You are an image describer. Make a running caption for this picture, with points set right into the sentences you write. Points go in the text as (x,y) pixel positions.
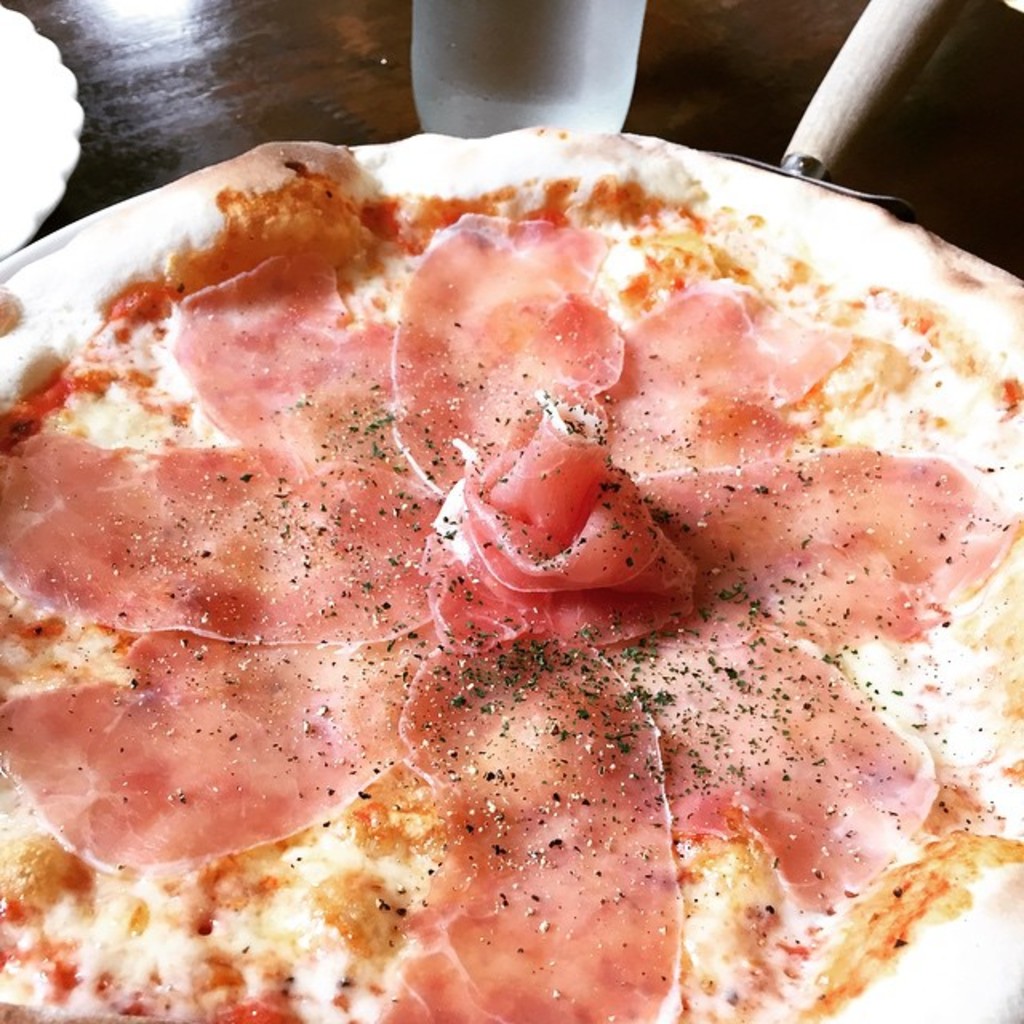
In the middle of the image (536,651) there is a pizza (387,645) with food item (525,660) and a pepper powder (502,624) on it. And to the top of the image (447,28) there is a white color object (49,104).
